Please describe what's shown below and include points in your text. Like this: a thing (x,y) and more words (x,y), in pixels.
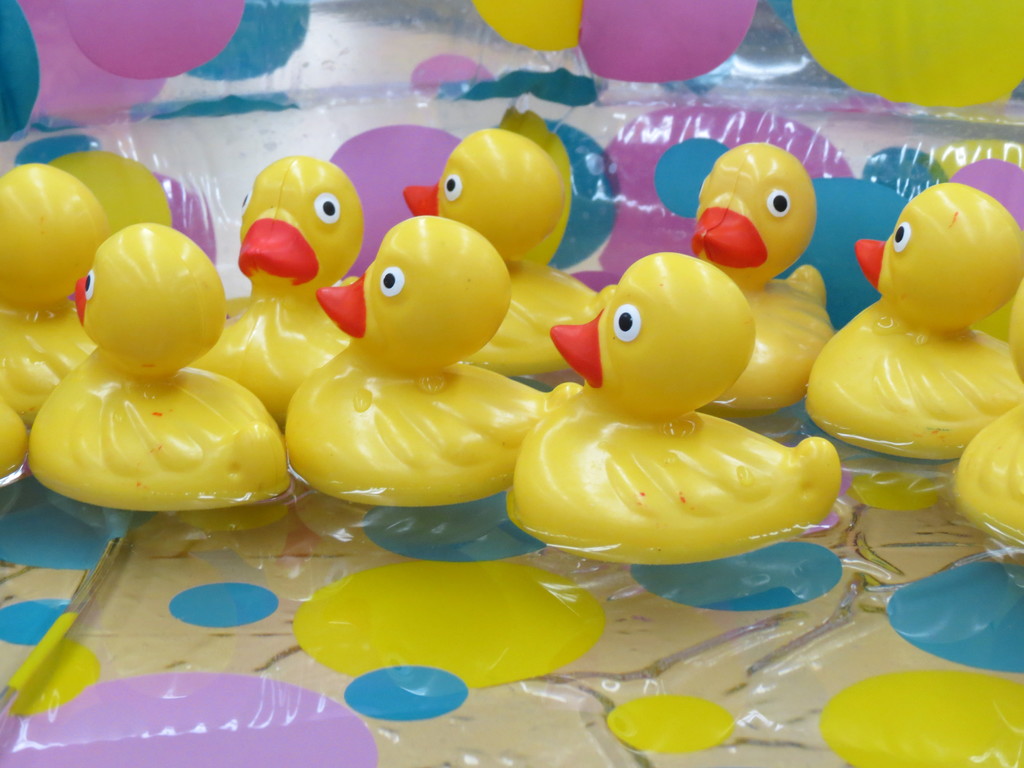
In this image I can see few toy ducks (490,433) in the water (618,680). The ducks (608,403) are in yellow color and the beaks (347,287) are in red color.
